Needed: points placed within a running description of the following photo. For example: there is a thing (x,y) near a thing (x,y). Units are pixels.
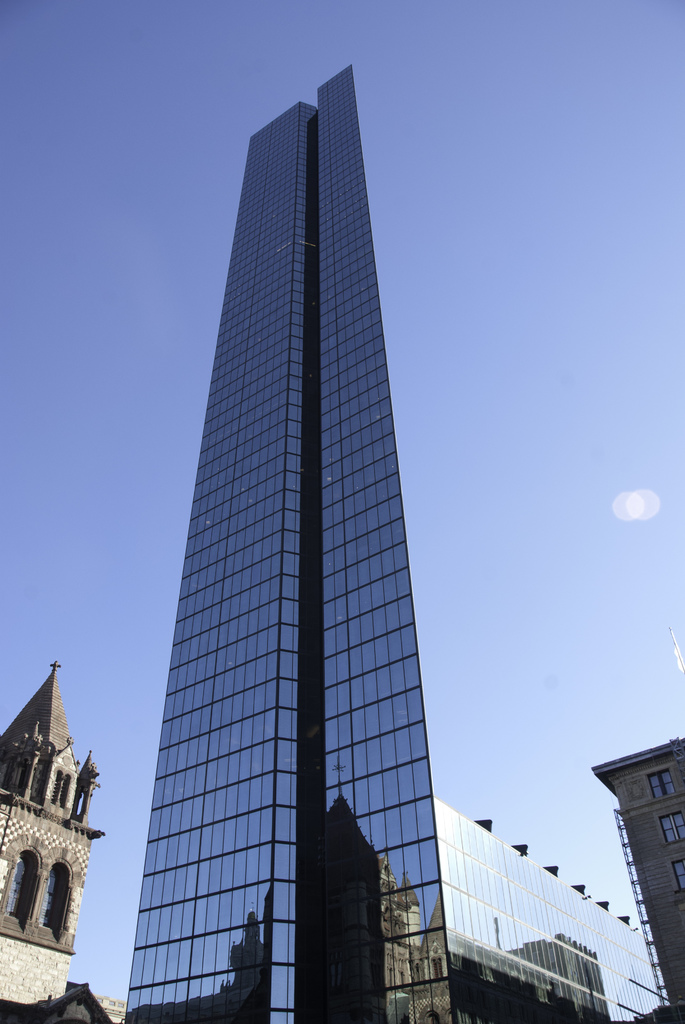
In this picture we can see buildings (187,698) and we can see sky (156,649) in the background (166,663).
